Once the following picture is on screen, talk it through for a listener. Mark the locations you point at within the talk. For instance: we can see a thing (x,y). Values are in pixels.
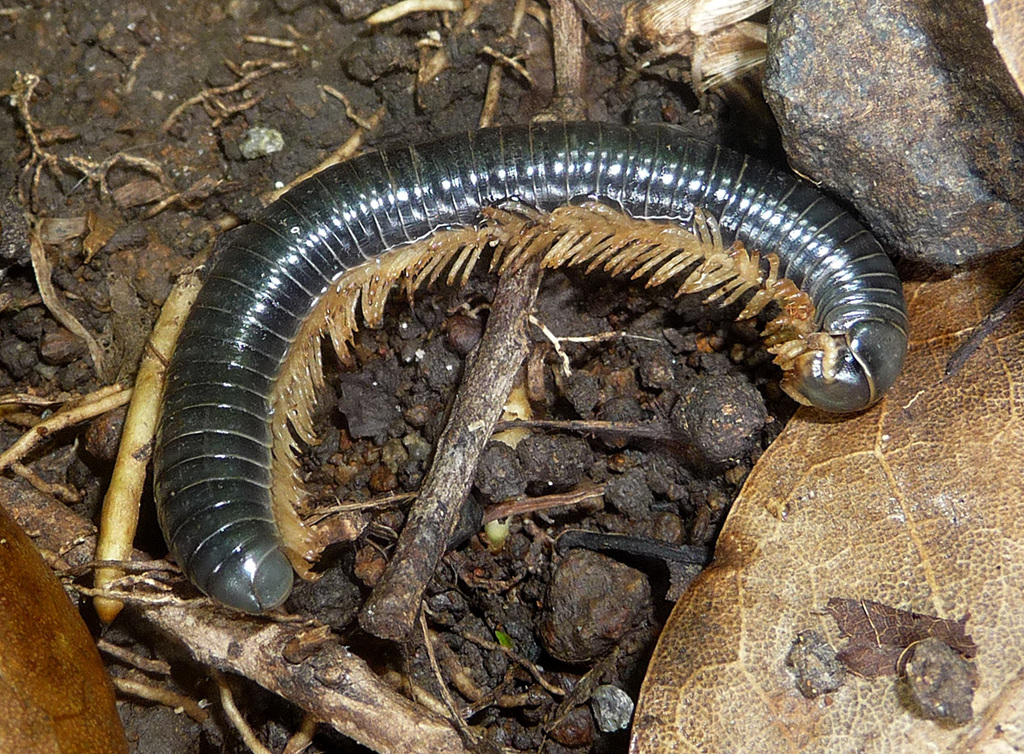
In this image we can see there is an insect (232,434) on the surface (88,86) of the sand (391,141) and some dry leaves (761,517).
